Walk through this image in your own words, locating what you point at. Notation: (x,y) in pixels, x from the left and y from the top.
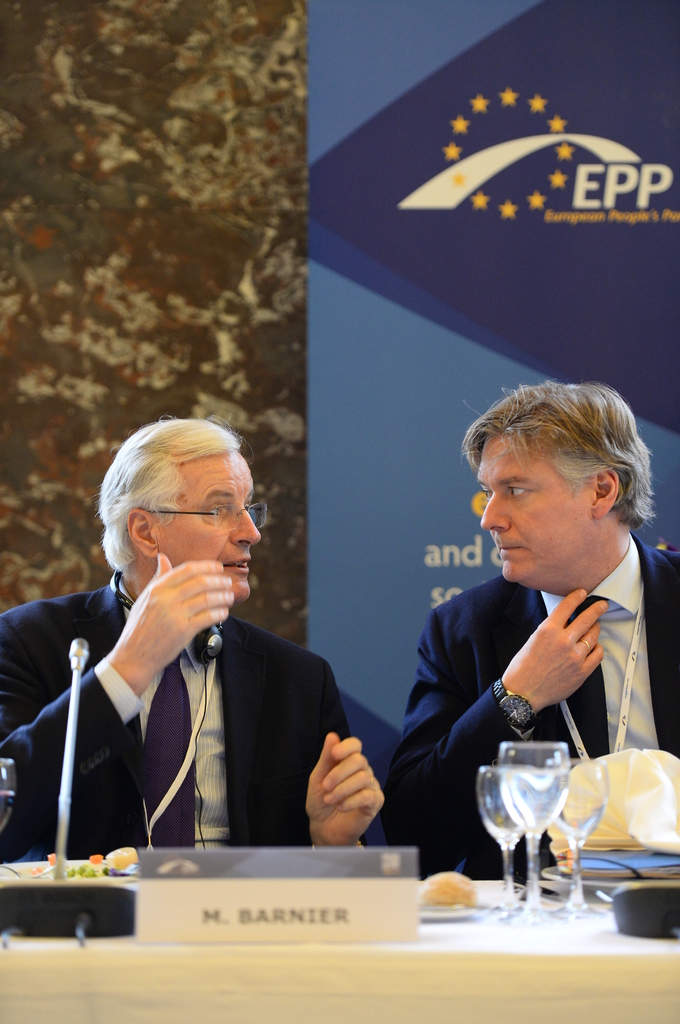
In this picture there is two men (82,829) sitting, they have a table (42,958) in front of them with a name board (184,862), some food (95,857) in a plate (19,864), there are some wine glasses (509,853) and water glasses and is a microphone (59,905) and in the background (174,244) a wall (196,215) and a banner (395,165).
